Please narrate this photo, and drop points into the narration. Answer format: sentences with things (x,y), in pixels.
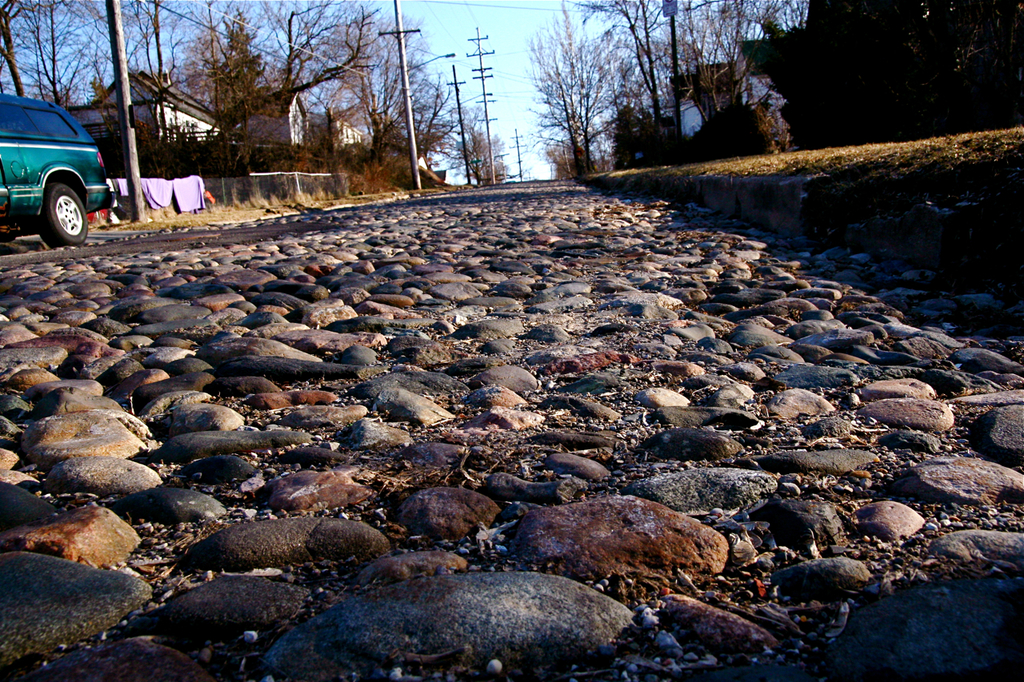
In this image I can see a road (561,246), on the road (585,229) I can see stones (214,347) visible and at the top (456,52) I can see the sky (429,57), power line poles (481,63), houses (337,126), trees (351,93) and wall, on the left side (27,125) I can see a green color vehicle (38,176).
